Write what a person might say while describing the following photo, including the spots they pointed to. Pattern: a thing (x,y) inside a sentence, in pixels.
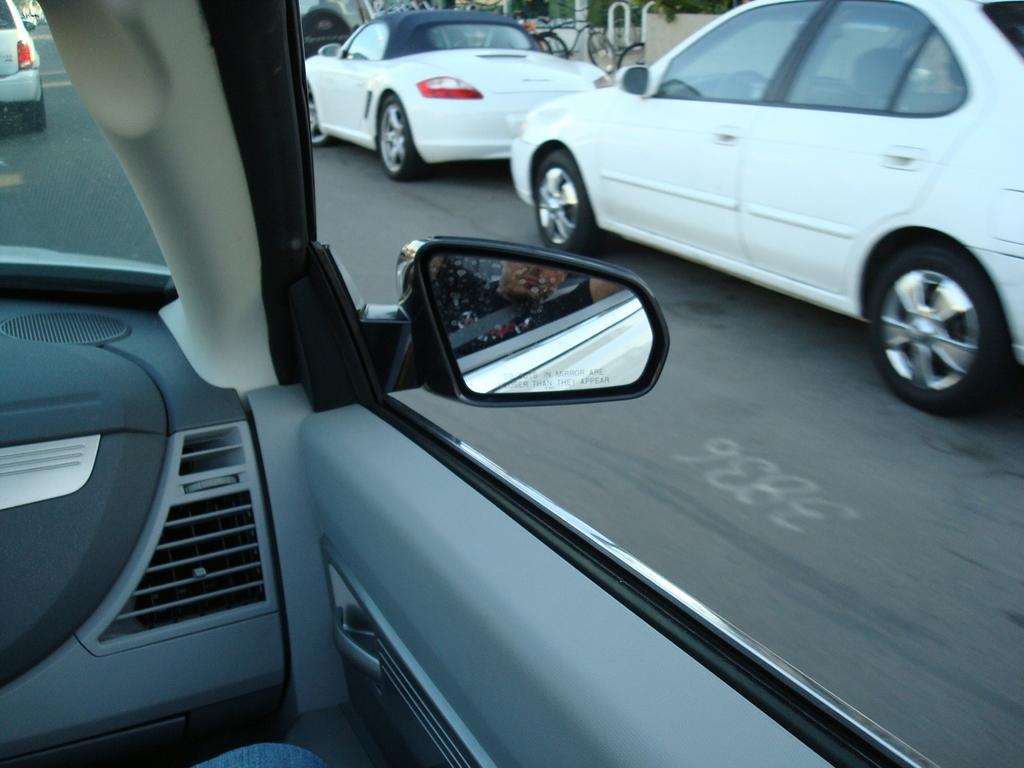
This is a view from the car (336,468), in this image there are a few cars (381,90) parked on the road surface (55,62), in front of the image there is a side mirror (446,284) of a car (235,395).
